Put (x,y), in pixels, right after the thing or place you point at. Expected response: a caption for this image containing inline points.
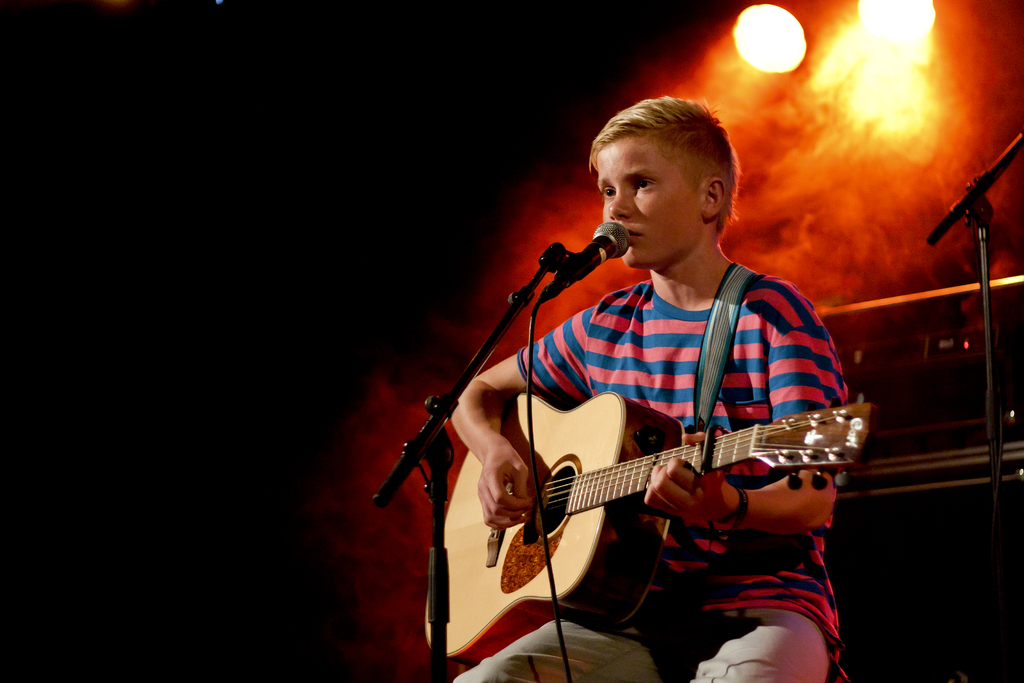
In this picture there is a boy (821,366) who is sitting at the right side of the image (790,670), by holding the guitar (466,474) in his hands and there is a mic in front of him, there are spotlights (920,2) above the area of the image.
